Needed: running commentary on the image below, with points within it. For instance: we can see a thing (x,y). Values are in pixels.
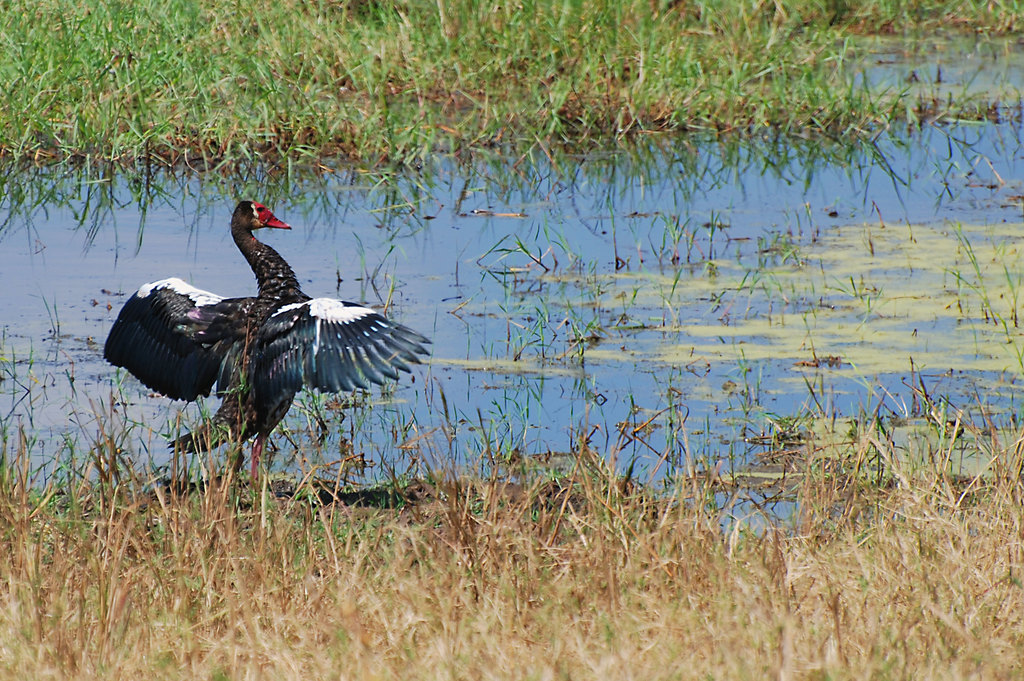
In this picture we can see grass (536,514) at the bottom (391,619), there is water (557,308) in the middle (521,286), on the left side (275,385) we can see a goose (287,388).
